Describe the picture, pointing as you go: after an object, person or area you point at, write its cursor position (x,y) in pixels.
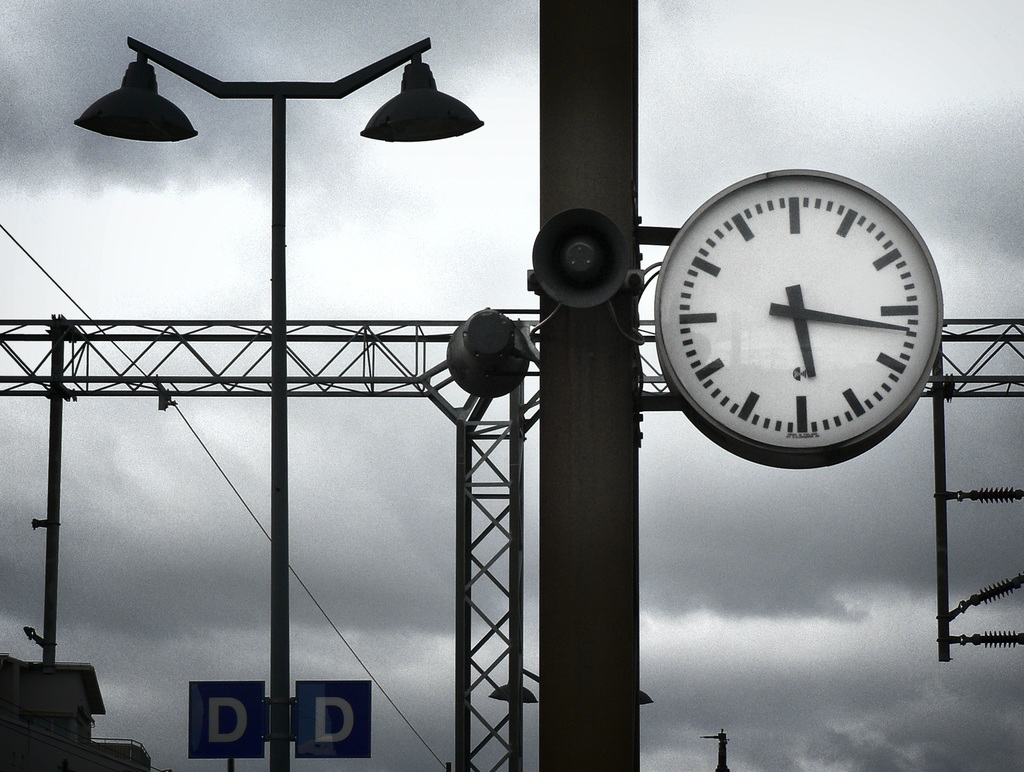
In this image, we can see a pole (608,324) contains speaker (614,246) and clock (762,329). There is a metal frame (466,688) in the middle of the image (376,341). There is an another pole (275,544) contains lights (150,121). In the background of the image (653,155), there is a sky (881,55).
